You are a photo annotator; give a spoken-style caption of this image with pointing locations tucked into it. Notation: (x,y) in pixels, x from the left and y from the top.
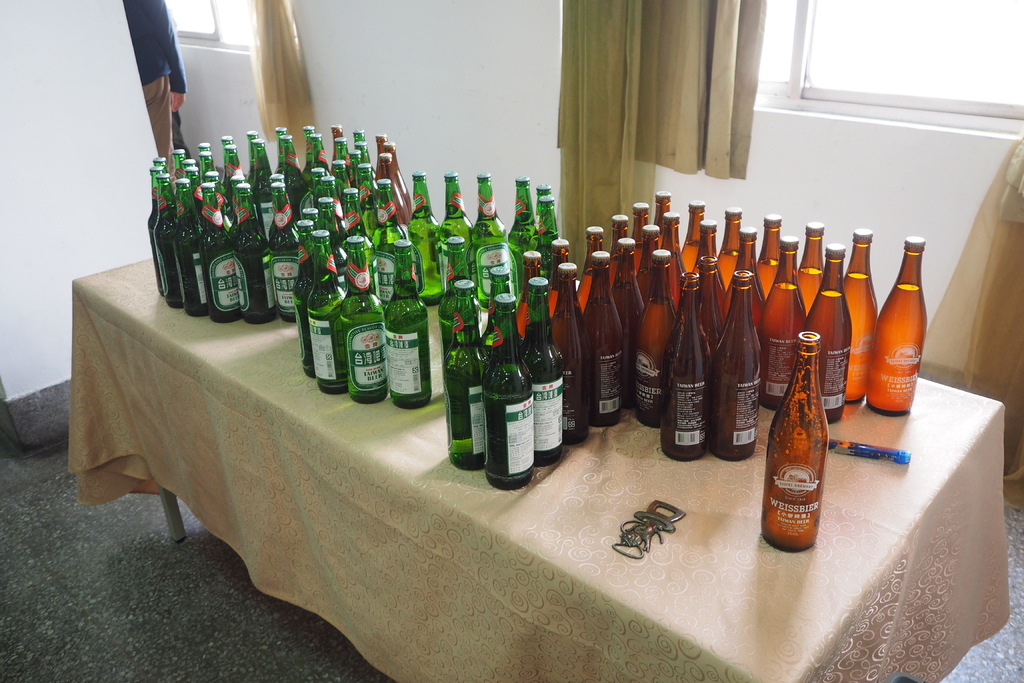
In the image there are many beer bottles (511,310) on a table (281,335), on right side of it there is window (812,34) with curtains (607,58).
